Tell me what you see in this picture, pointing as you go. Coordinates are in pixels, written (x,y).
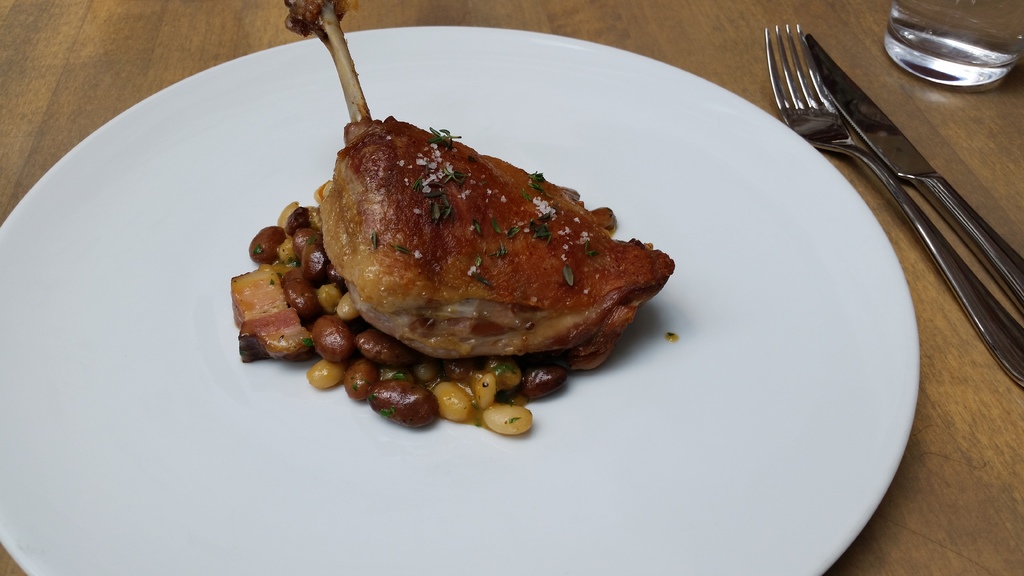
In this image we can see a plate (144,180) with a food item (661,264) and to the side we can see a fork (820,98), dinner knife (848,81) and a glass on the table (1002,399).
